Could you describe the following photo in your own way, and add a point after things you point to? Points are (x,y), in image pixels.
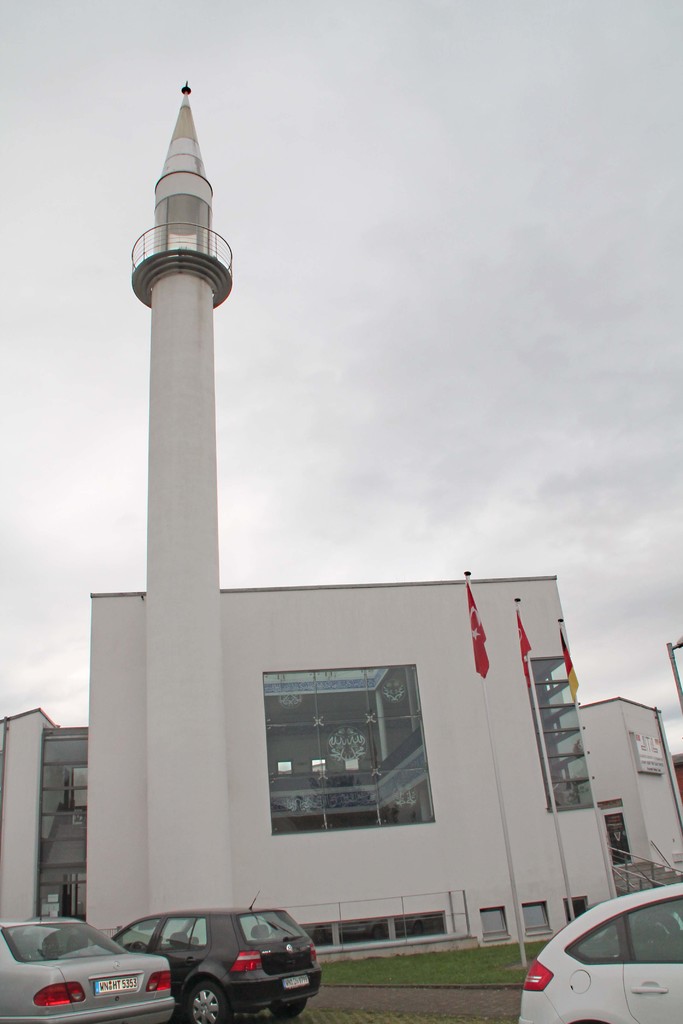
In the foreground of the image (204,988) we can see group of vehicles (596,999) parked on the road (309,1007). In the center of the image (447,634) we can see a building (229,740) with a tower (181,362). To the right side of the image (510,871) we can see staircase (641,874), three flags (475,645) on poles (500,784) and in the background (479,414) we can see the sky (475,257).
